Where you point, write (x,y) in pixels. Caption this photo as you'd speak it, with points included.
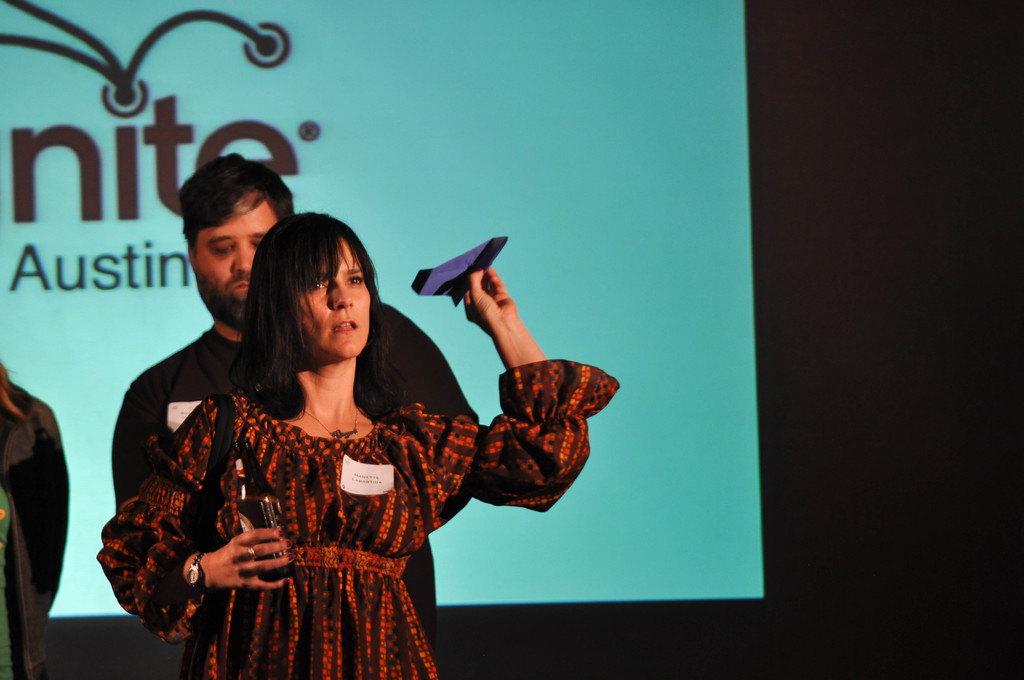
In front of the image there is a lady (360,634) standing and holding a bottle (247,484) in her hand (260,533). And on the other hand (481,283) there is a paper rocket (472,272). Behind her there is a man (253,220) standing. And on the left side of the image (9,460) there is a person (38,497). And in the background (196,121) there is a screen (114,212) with text (170,131) on it.
